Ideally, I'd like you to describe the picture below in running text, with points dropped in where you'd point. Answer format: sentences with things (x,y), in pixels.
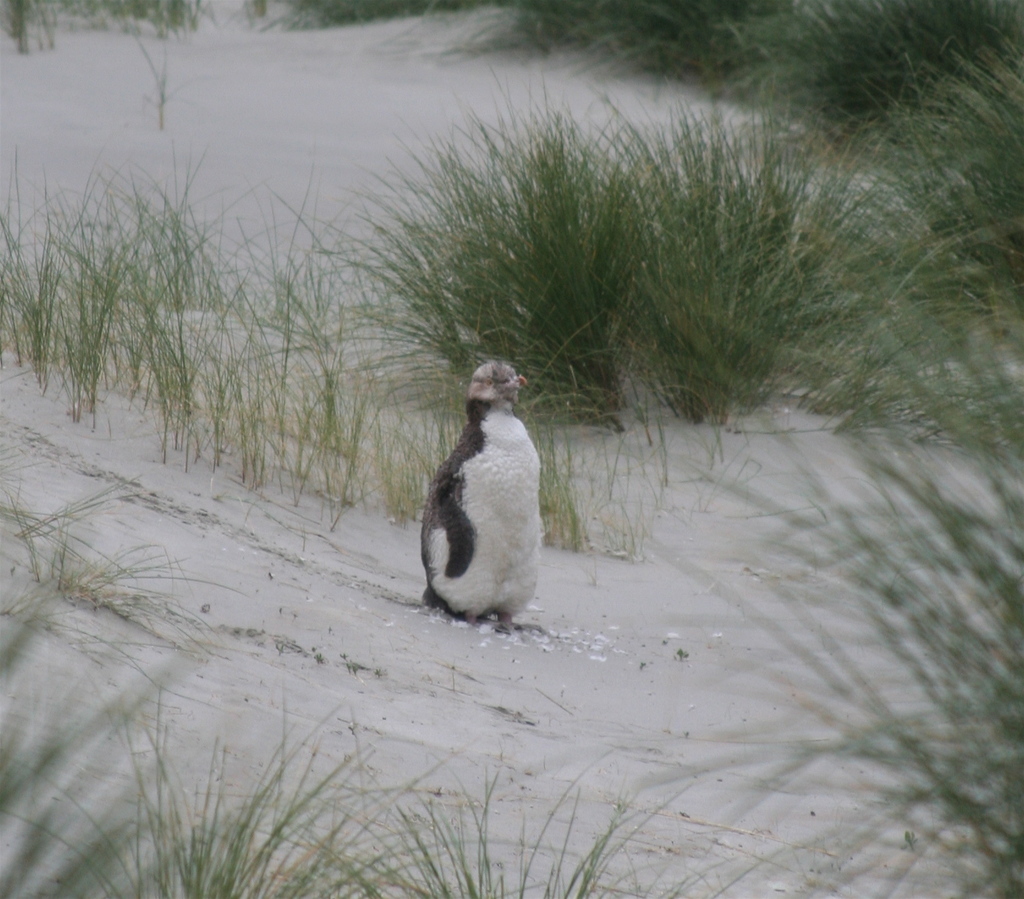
In this picture, it seems like a penguin (514,487), grass (461,322) and sand (759,432) in the foreground (89,839).
